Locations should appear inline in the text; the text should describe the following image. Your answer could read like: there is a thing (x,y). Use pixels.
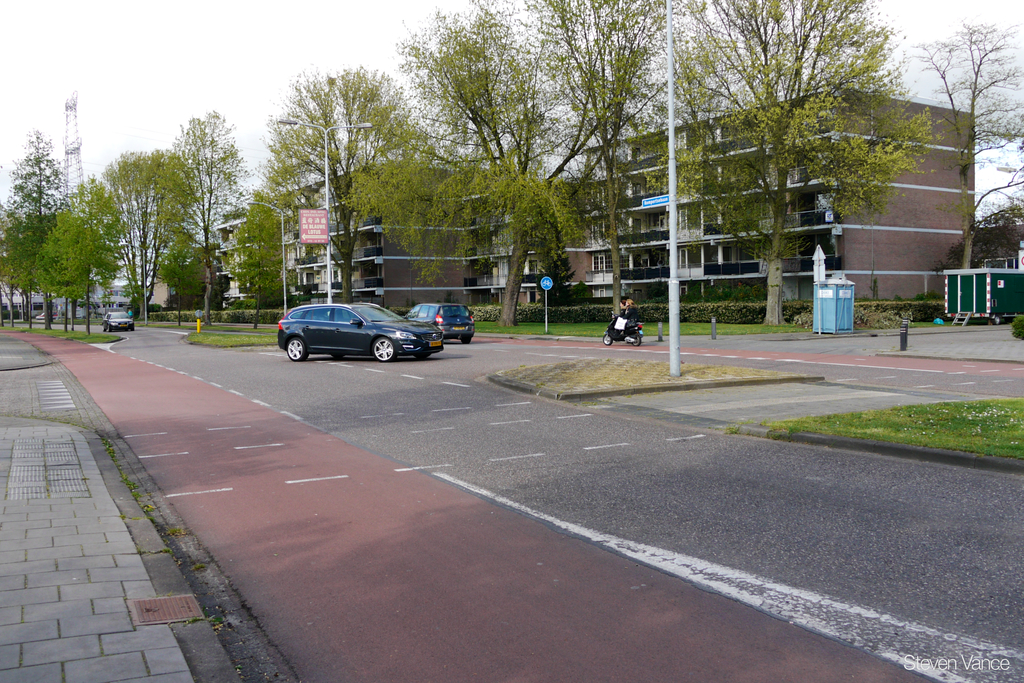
At the bottom of the image (329,505) there is a road (594,520) and we can see cars (380,354) and a bike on the road (386,474). In the background (606,279) there are trees (455,245), buildings (301,246) and boards (311,233). We can see poles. At the top (315,70) there is sky (59,4).
